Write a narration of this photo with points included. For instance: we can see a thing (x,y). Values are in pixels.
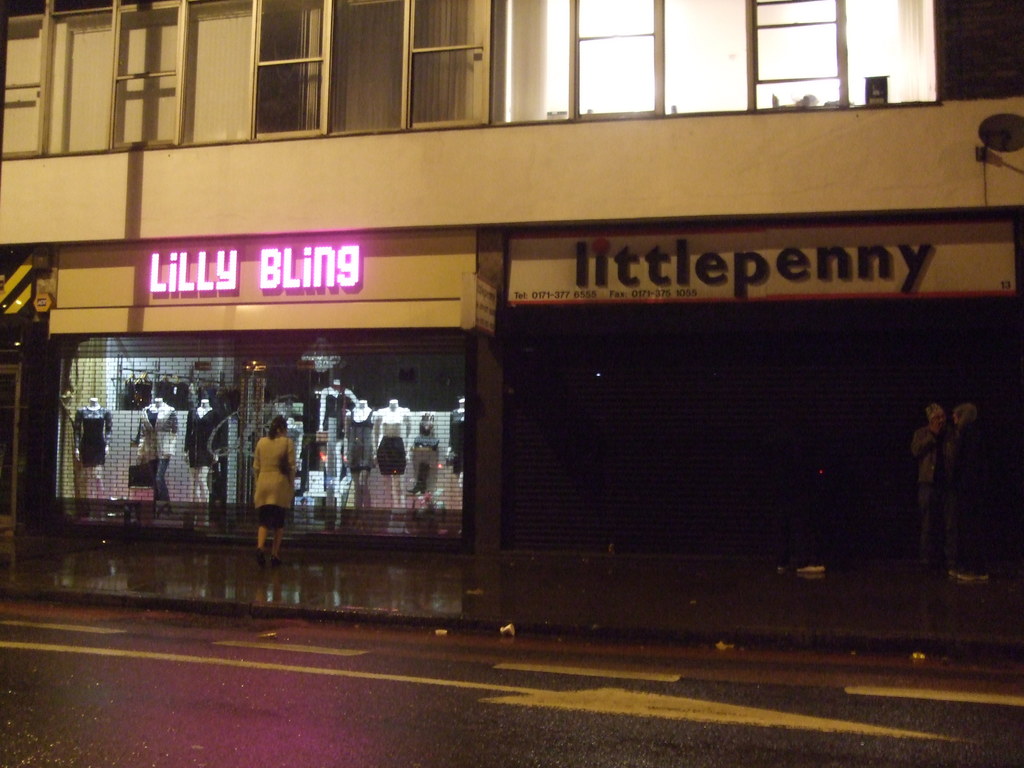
In this image in front (225,742) there is a road (332,674). On the backside of the image (419,531) there is a building (342,137) with the glass windows (407,97). In front of the building (323,476) there are three persons (810,492) standing on the pavement (209,575).
